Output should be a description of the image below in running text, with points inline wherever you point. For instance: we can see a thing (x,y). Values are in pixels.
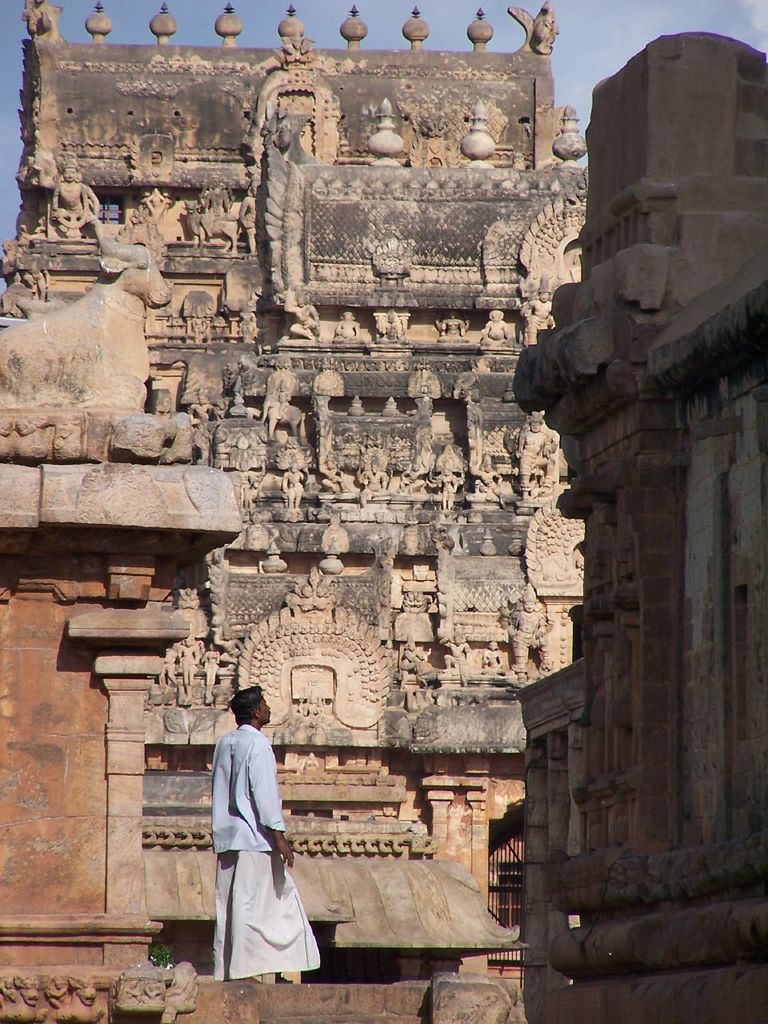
In this image we can see buildings (510,434), a building (338,451) with sculptures (291,393) and a man (277,818) standing in front of the building (342,650) and the sky (15,155) in the background (374,39).
